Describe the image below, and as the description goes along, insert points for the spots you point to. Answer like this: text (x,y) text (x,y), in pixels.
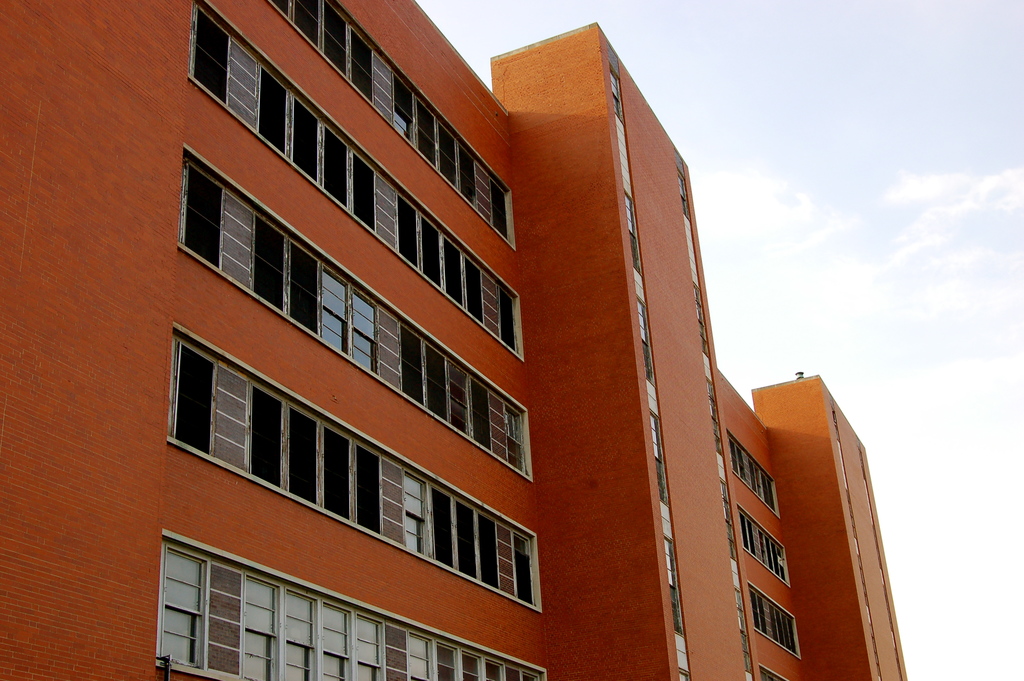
In this picture, we can see a building (706,365) with windows (851,496) and the sky (890,258) with clouds (812,230).
